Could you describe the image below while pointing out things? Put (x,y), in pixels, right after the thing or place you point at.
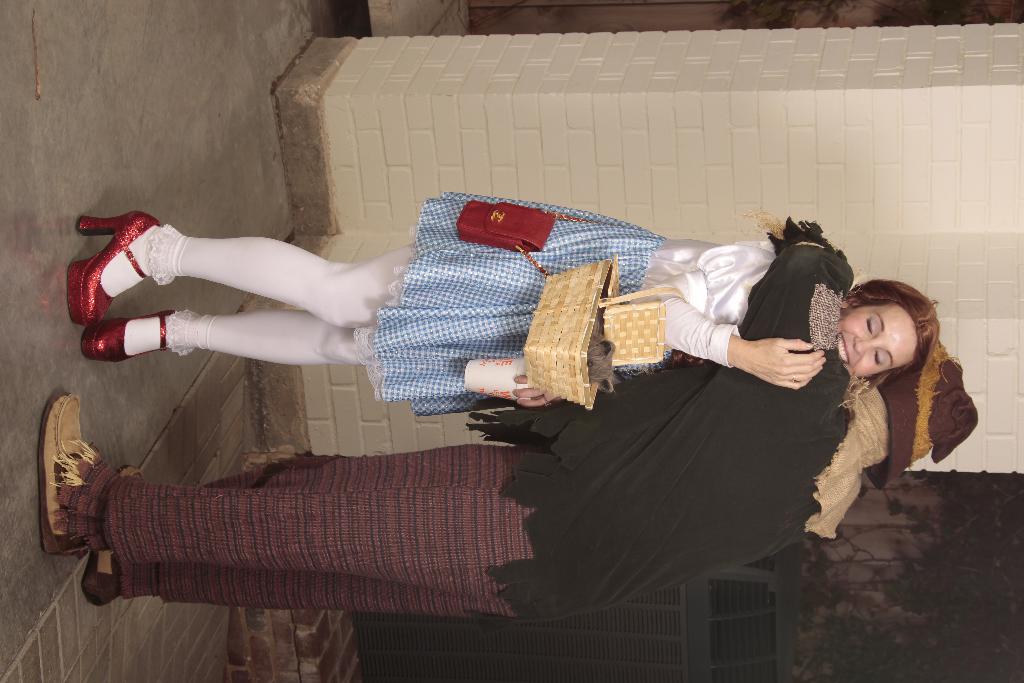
In this image I can see two persons (761,458) are standing and hugging each other among them this woman (671,332) is holding a basket (568,355) and smiling. In the background (666,164) I can see a brick wall (656,132).
